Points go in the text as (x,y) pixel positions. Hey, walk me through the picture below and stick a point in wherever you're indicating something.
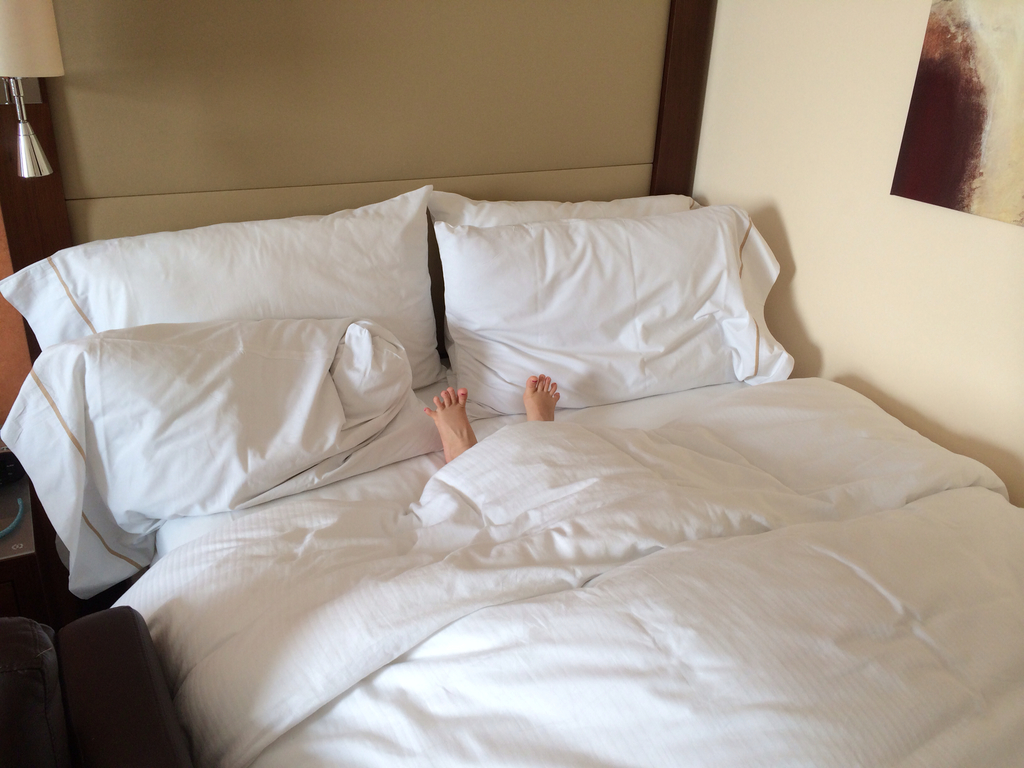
This picture is clicked inside the bedroom (597,606). In the center (458,417) we can see the legs (463,399) of a person (546,385) on the top of the bed (682,415) and we can see the pillows (706,318), blanket (440,739), lamp (46,61), picture frame (991,72) hanging on the wall (1023,468) and some other items (43,573).
